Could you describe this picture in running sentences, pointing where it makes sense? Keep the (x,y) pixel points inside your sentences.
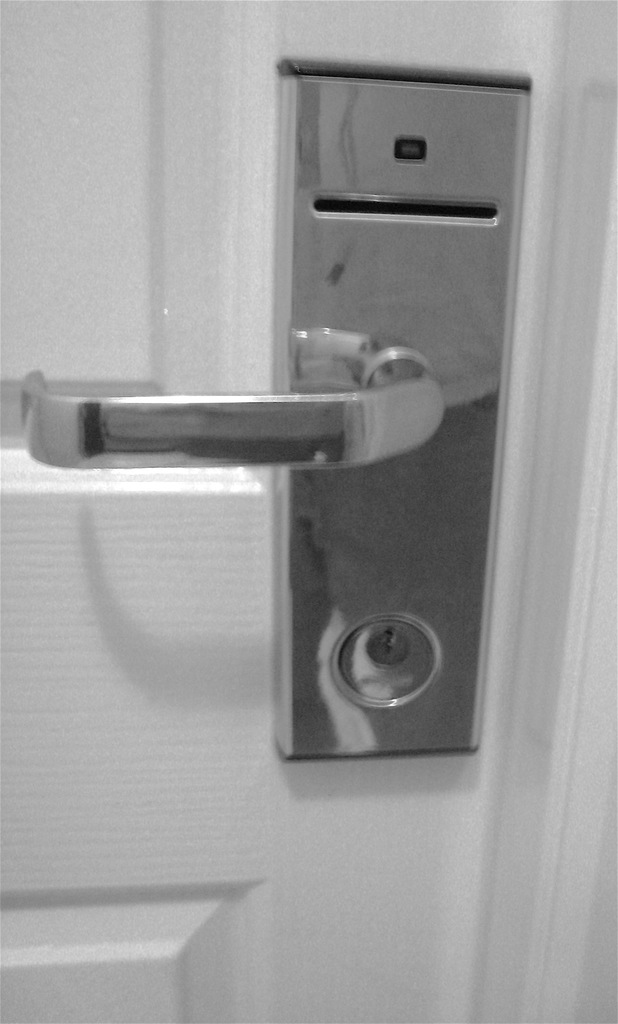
This image consists of a door (38,299) in white color. And we can see a handle (257,452) made up of metal (324,506).
